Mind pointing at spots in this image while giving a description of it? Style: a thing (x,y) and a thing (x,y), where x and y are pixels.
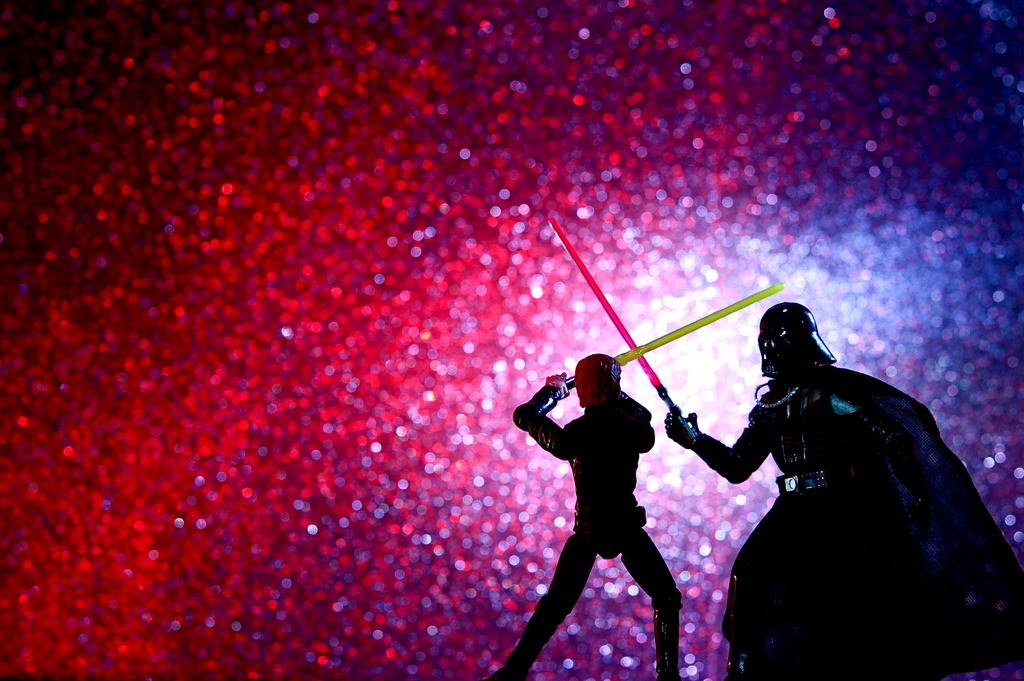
This is an animated image. On the right (746,429) two persons (738,455) are fighting each other with swords (653,378) by holding in their hands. In the background (568,309) we can see red sparkles (350,252).
